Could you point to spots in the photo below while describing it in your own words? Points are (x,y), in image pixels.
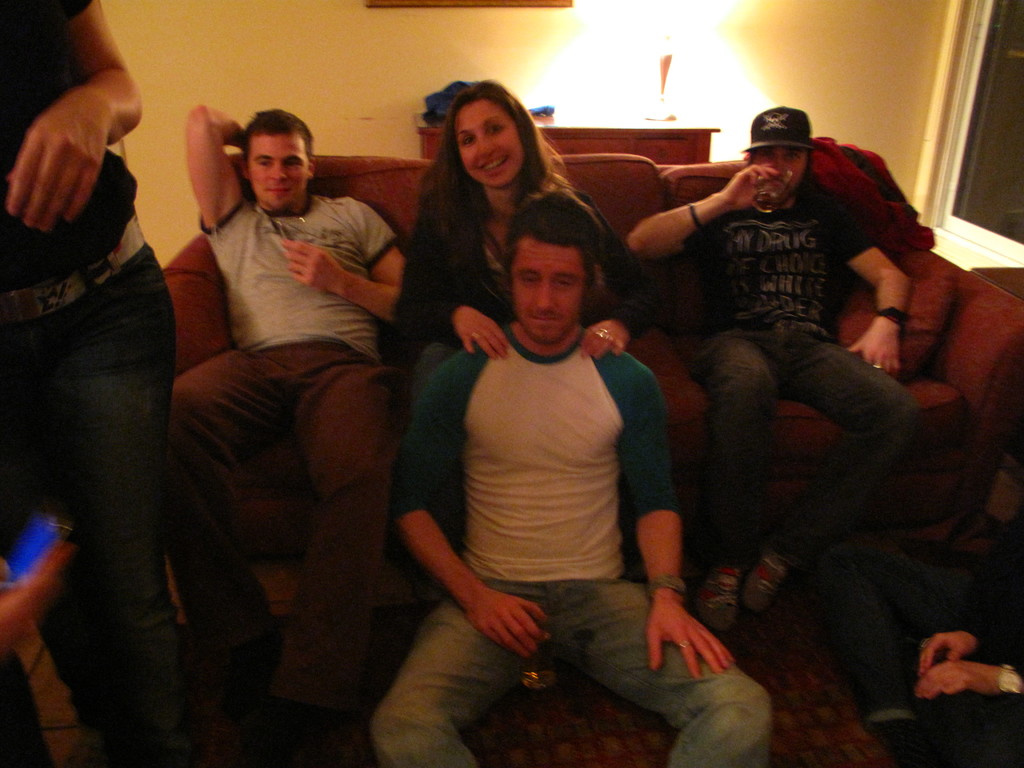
In this image there is a man (568,271) sitting in a carpet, a woman (502,89) sitting in the couch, 2 man (770,403) sitting in the couch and drinking at the left side (168,697) there is another man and at the back ground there is a lamp (687,10) and a frame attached to the wall (790,98).
